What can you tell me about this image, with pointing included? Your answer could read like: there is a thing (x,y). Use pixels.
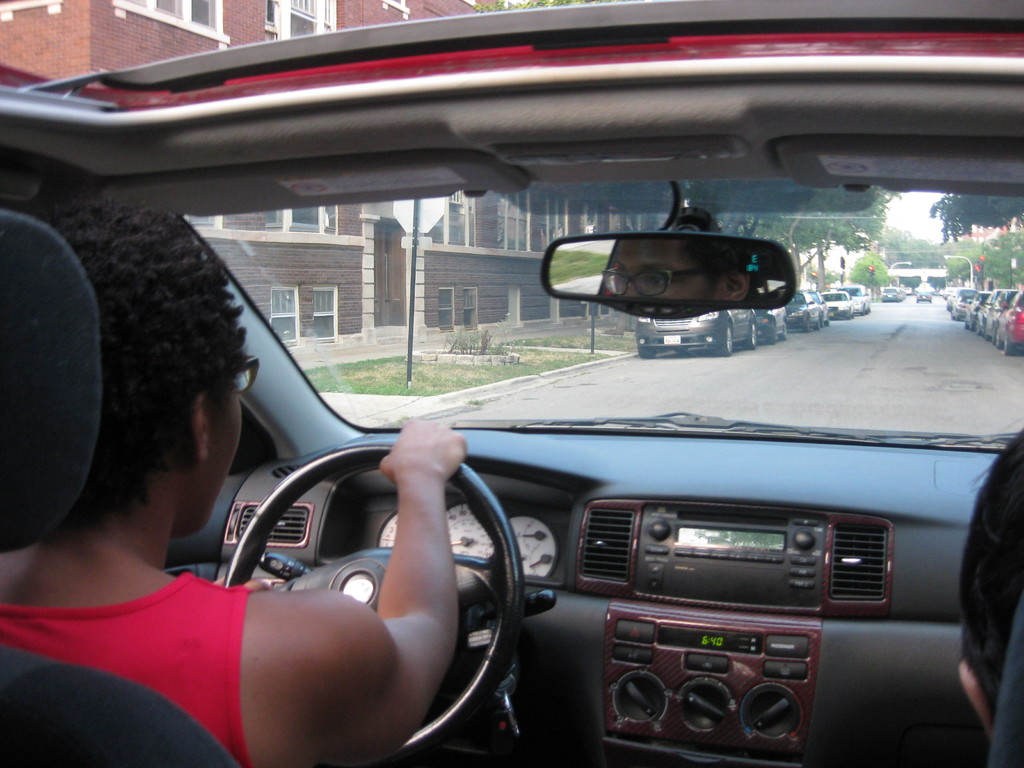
In the image we can see inside of the vehicle (491,81). In the vehicle (559,599) a person (205,312) is sitting and driving. Through the windshield (974,351) we can see some vehicles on the road (644,368) and there are some trees (850,221) and buildings (585,314) and poles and sign boards (419,244).
